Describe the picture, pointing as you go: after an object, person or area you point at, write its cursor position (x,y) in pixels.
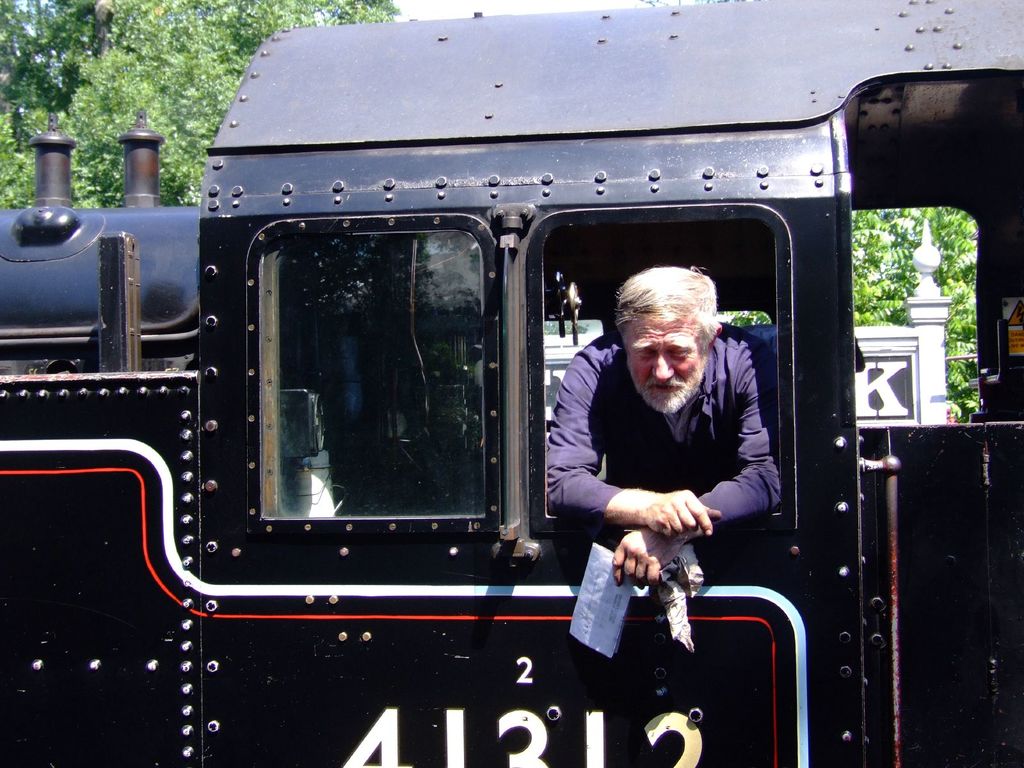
In the center of the image (458,378) a train (494,480) is present. In train (322,401) a man (703,423) is there and he is holding a paper (622,587). At the top of the image (126,57) a tree (155,44) is present.
